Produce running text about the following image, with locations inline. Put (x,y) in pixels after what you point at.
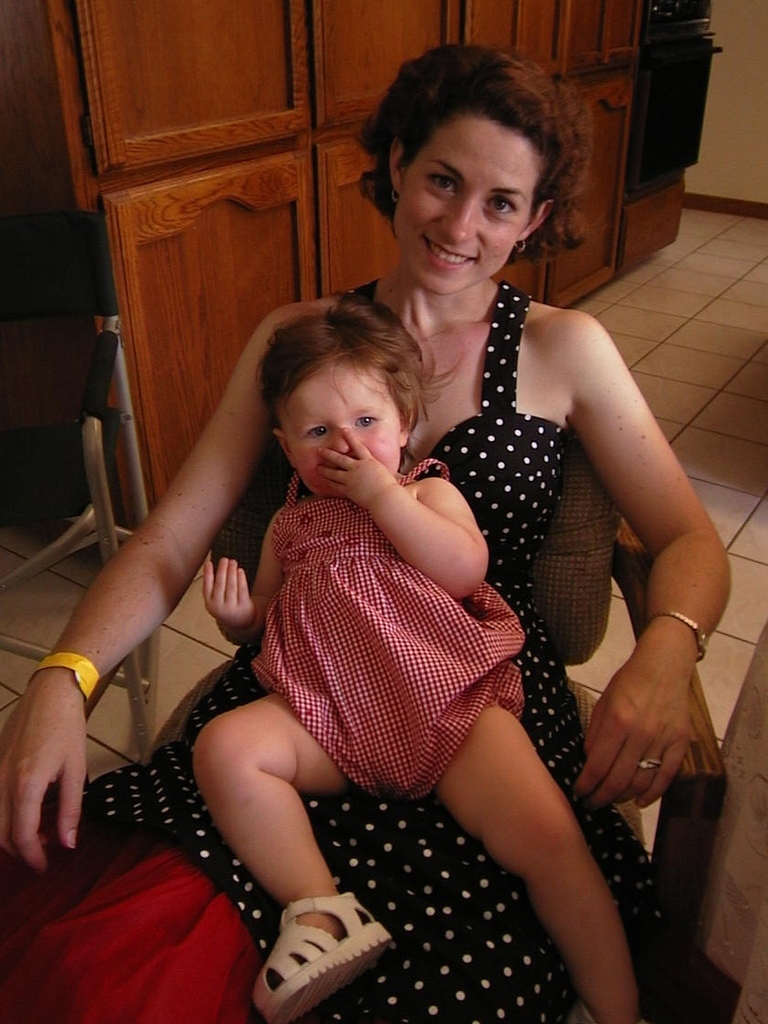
In this image in the center (485,495) there is one woman (450,353) who is sitting and she is holding one baby (296,657), in the background (122,417) there is a chair (122,417) and a cupboard (618,129). At the bottom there is a floor (716,492).
